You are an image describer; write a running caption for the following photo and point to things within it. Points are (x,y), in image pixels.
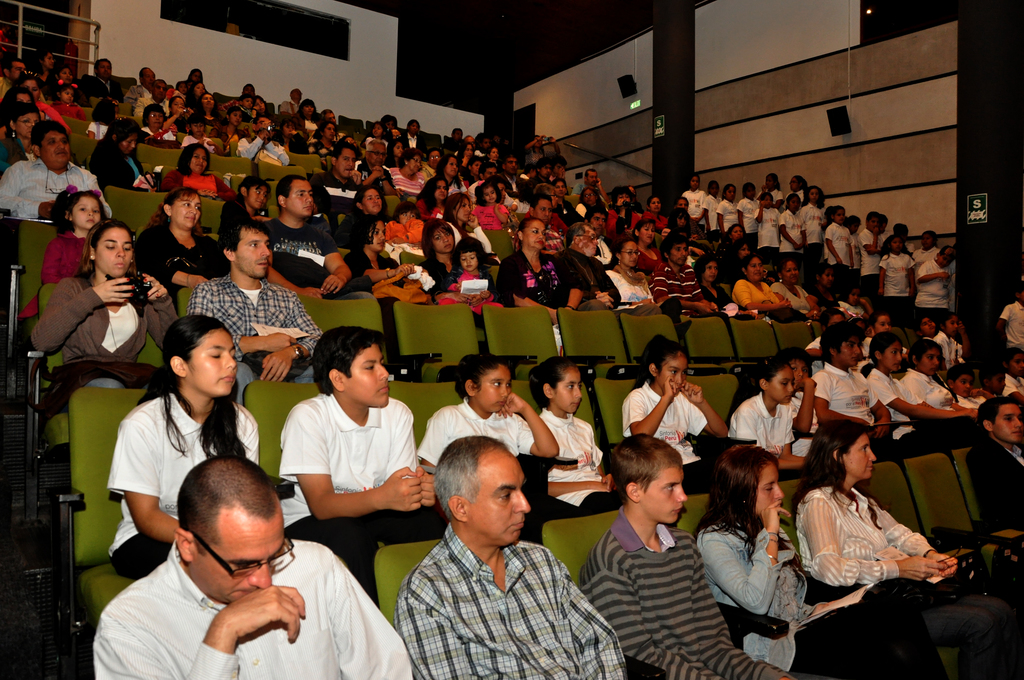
People (189,269) are sitting on green chairs (698,512) in an auditorium (665,610). People (804,214) are standing at the right (903,267) wearing white t shirts (763,214).
